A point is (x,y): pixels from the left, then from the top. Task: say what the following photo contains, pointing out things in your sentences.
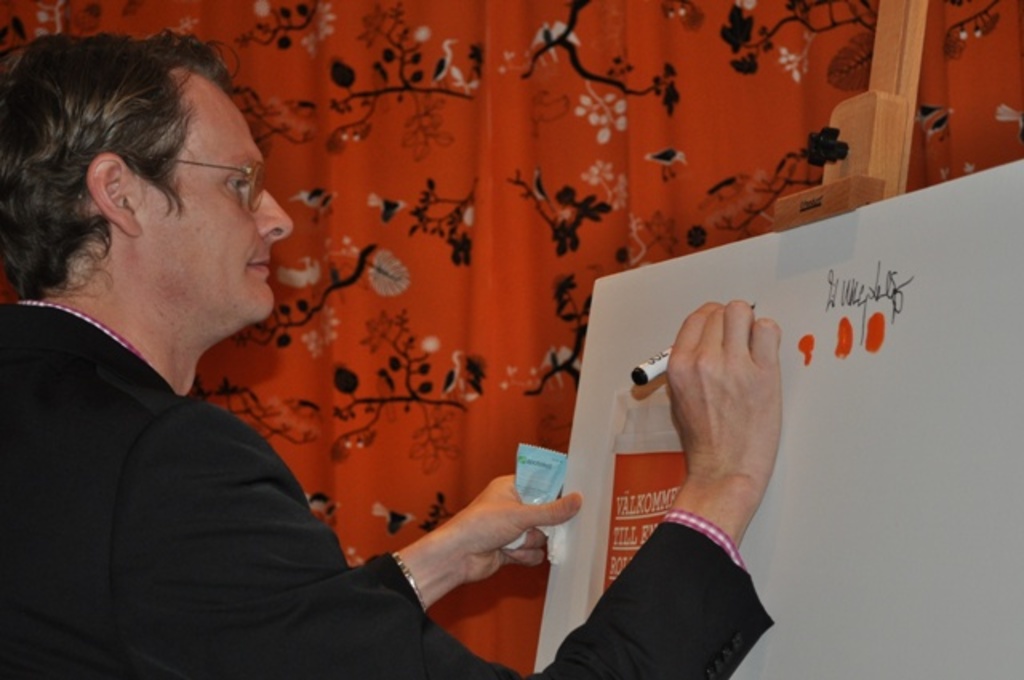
In the foreground of the picture (131,281) there is a person (182,574) in black jacket (181,631) writing on a whiteboard (866,404). On the board (906,268) there is a paper (648,489) and text (852,290). In the background (465,121) there is a curtain (464,254).
